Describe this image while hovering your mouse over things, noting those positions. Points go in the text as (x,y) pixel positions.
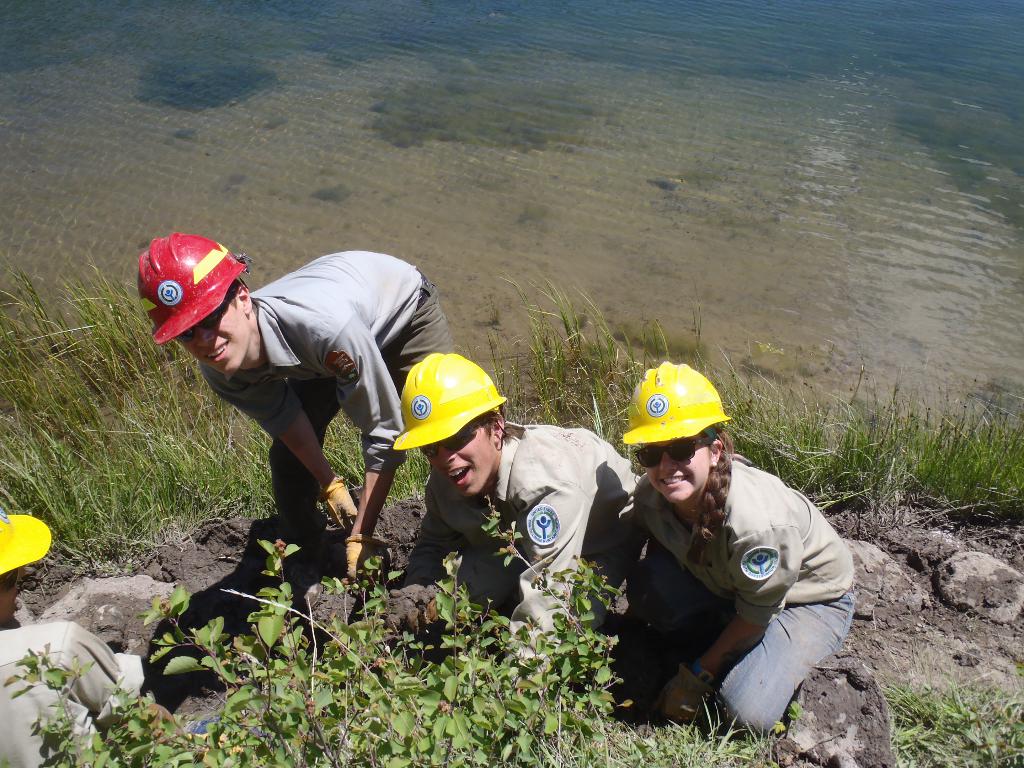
In this image I can see four persons (25,757) and grass (208,391) in the front (832,630). I can also see all of them are wearing helmets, shades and gloves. I can also see water (55,150) in the background (433,168).
